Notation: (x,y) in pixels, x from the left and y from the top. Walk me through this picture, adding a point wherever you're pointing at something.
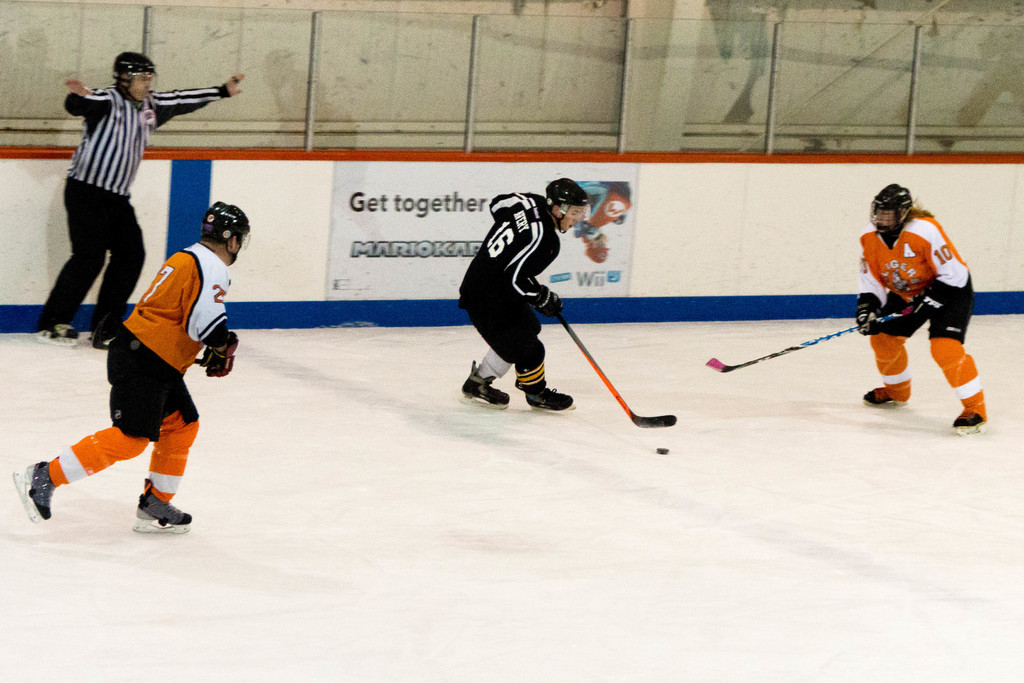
In this picture we can see four people (148,330) wore helmets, skating shoes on the ground (248,509) and two (559,238) are holding hockey sticks (766,356) with their hands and in the background (430,226) we can see a banner (435,201) on the wall (810,228), glass fence (398,101).
